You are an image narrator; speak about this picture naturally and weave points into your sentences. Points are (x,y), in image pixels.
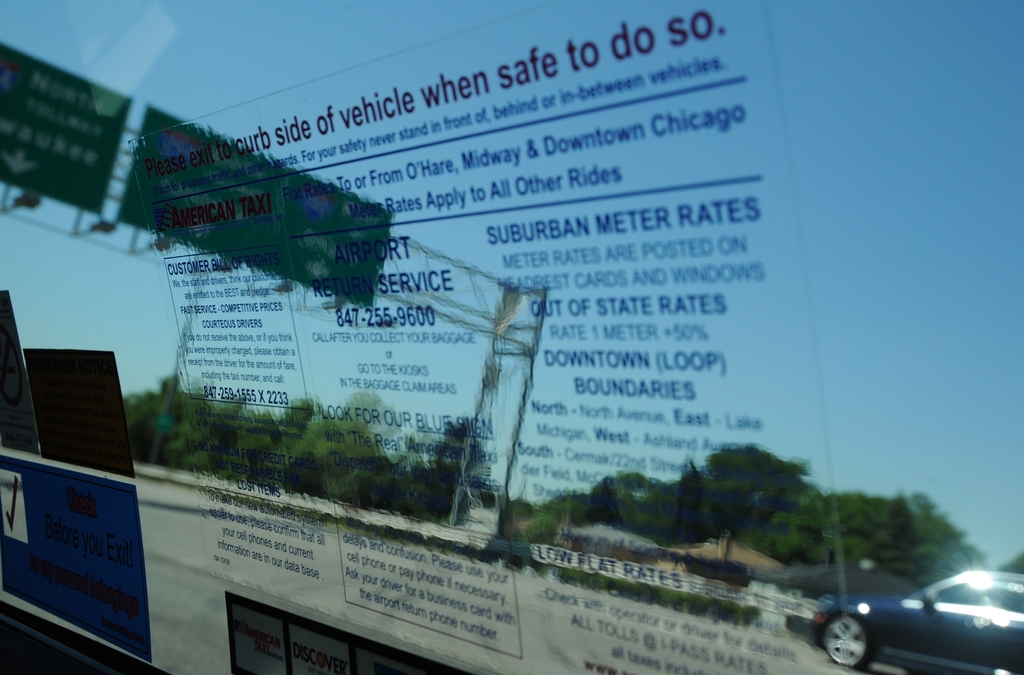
In this image, we can see poster (433,409) on the glass (247,381). Through the glass (1014,105), we can see trees (940,558), vehicles (980,573), road (236,552), rods (532,366), boards (289,217) and sky (986,160).
